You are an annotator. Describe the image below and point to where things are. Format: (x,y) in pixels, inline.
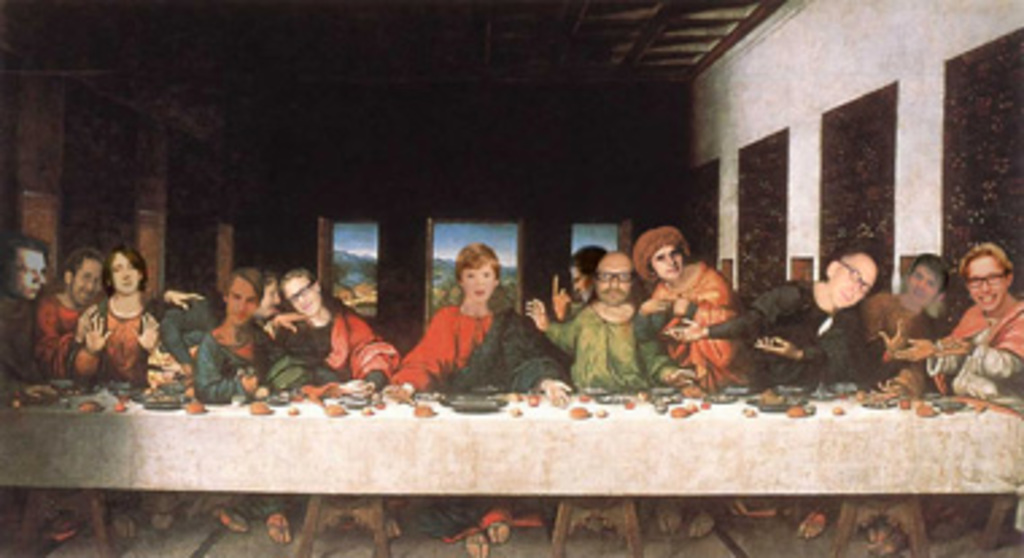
In this image I can see group of people (98,356) sitting, in front of them I can see a table (338,403), at right (822,80) I can see the wall (827,94) in white color.
